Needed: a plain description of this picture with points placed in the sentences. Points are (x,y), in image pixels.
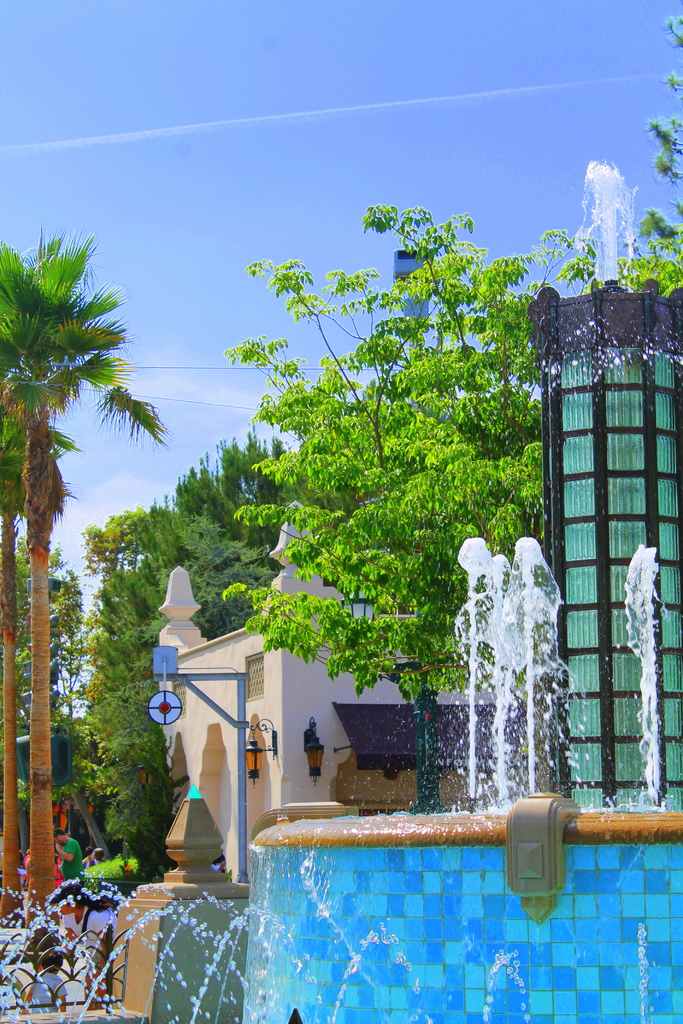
This is an outside view. On the right side (525,595) there is a fountain (537,558). In the background (255,586), I can see some trees (246,602) and a building (234,705). In the bottom left (86,970) there are few people (65,927) on the ground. At the top of the image (289,84) I can see the sky (228,113).
